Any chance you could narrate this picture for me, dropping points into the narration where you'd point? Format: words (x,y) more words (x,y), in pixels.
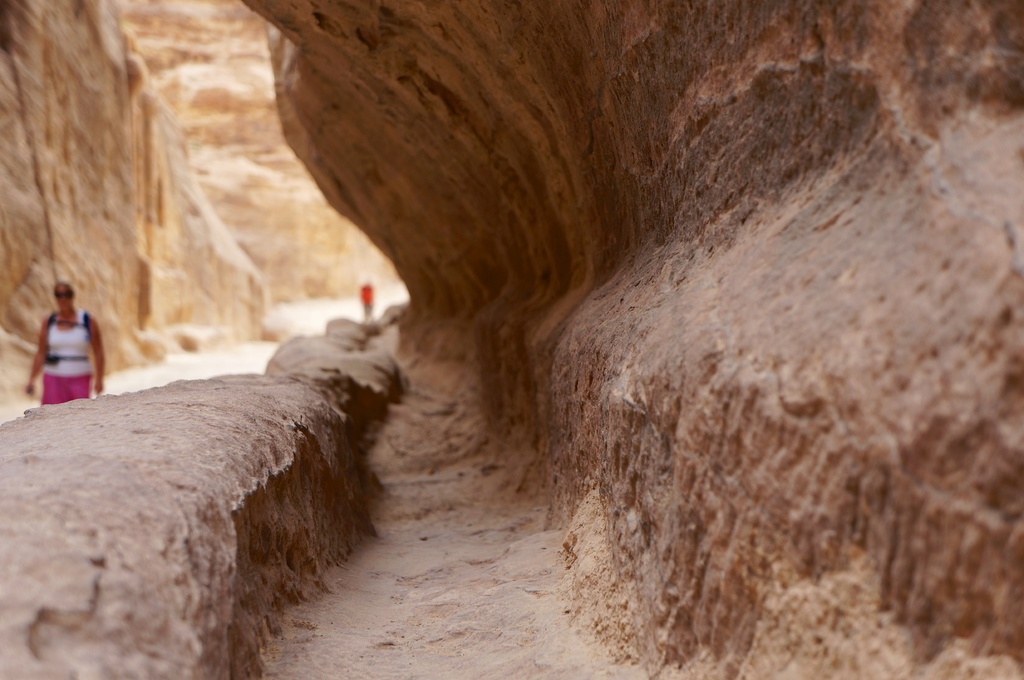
This picture is taken from the outside of the city. In this image, on the left side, we can see a person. On the left side (136,154), we can see some rocks (187,238). On the right side (770,230), we can see some rocks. In the background (204,20), we can also see a person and some rocks (362,254).
